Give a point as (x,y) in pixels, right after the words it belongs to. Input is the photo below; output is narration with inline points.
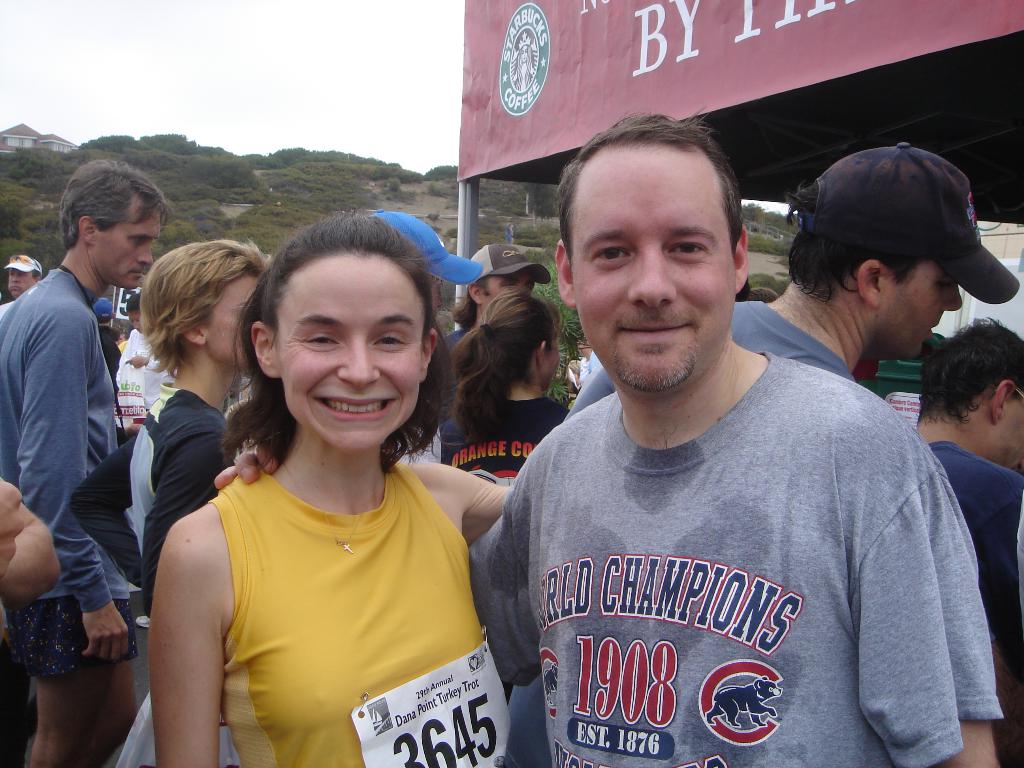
In this image there are two persons (399,270) standing and smiling, and in the background (482,138) there are group of people (985,580) standing, stall (600,108) with a name board (505,135), house (3,143), trees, sky (362,105).
